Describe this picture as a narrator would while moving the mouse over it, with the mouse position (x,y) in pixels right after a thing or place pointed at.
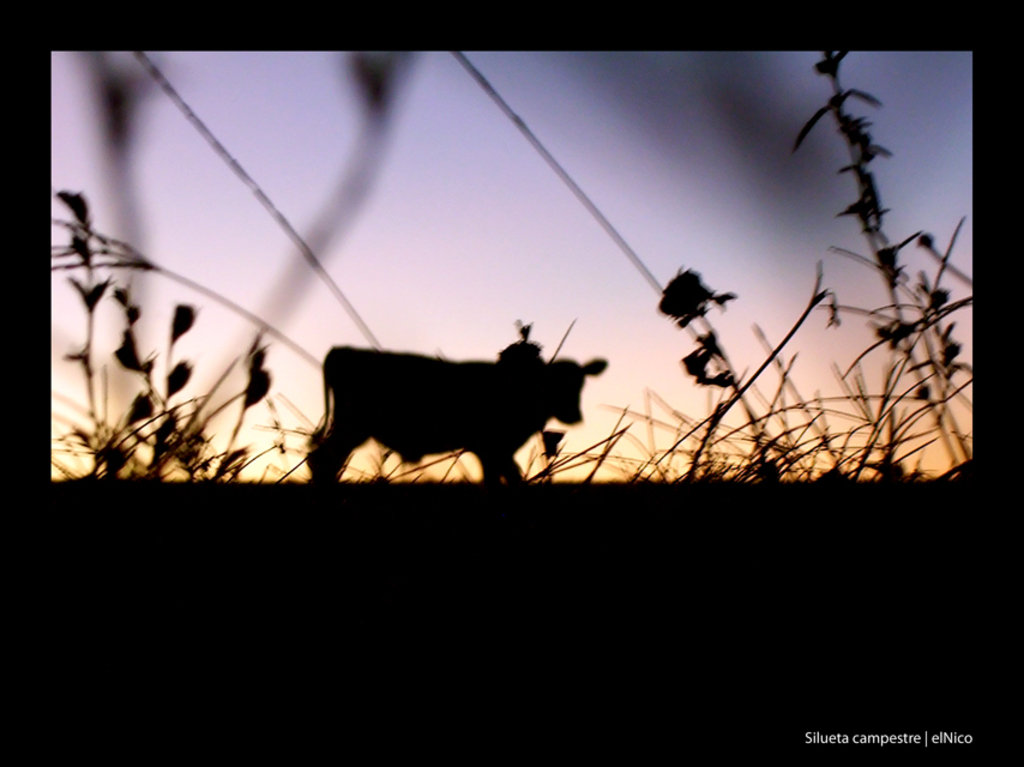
In the foreground of this image (365,22), there is a black border (999,315) and there is a shade (557,391) of a cow (394,394) on the plants (685,431) and in the background (458,197), there is the sky (440,177).
